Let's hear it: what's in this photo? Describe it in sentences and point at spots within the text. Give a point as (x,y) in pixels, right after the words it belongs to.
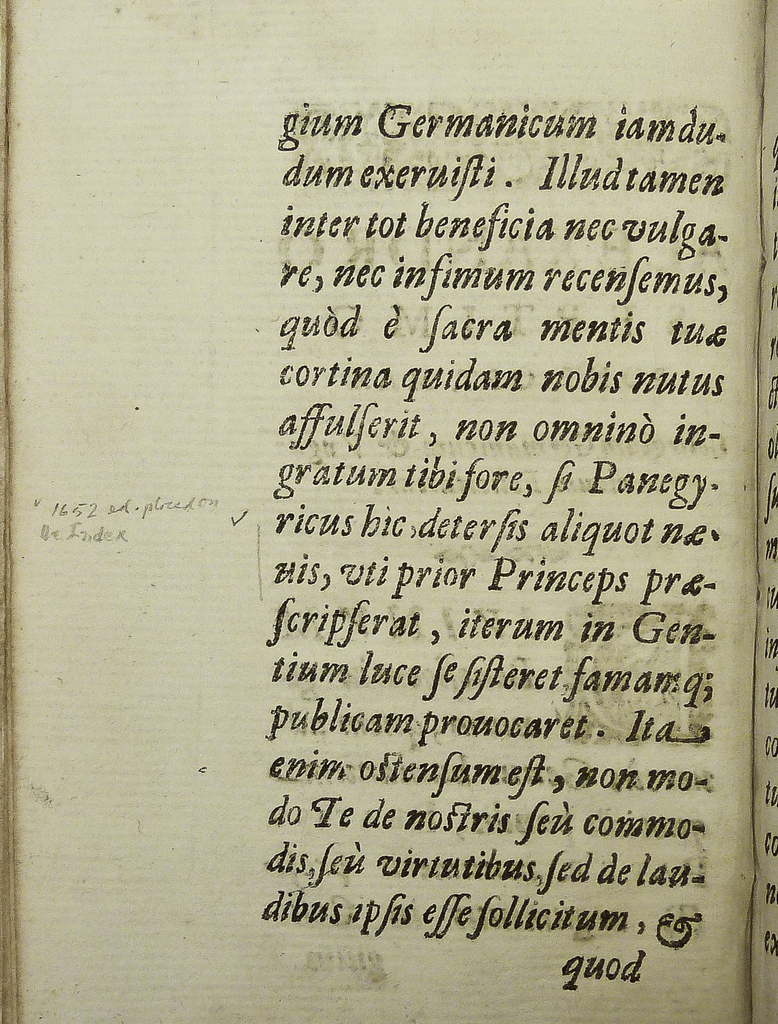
In the image I can see a paper (359,523) on which there is some text (425,568).
